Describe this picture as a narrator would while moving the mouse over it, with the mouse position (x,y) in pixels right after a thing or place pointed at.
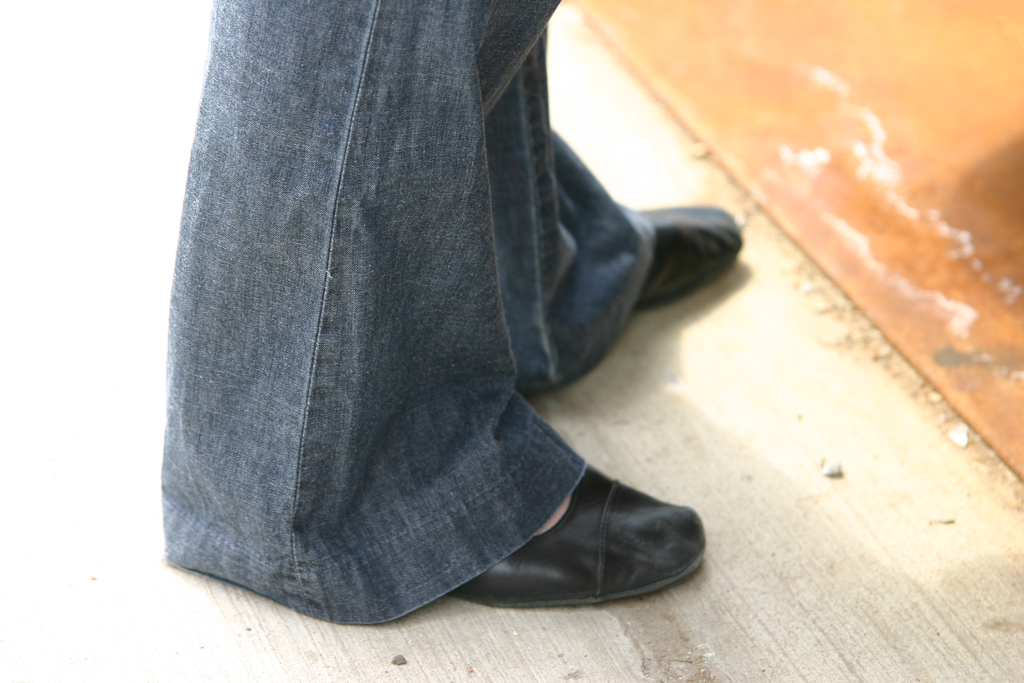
In this image we can see the legs (541,308) of a person (493,300) and the person (442,590) is wearing footwear (645,578). At the bottom (726,567) we can see a concrete surface (42,444).
